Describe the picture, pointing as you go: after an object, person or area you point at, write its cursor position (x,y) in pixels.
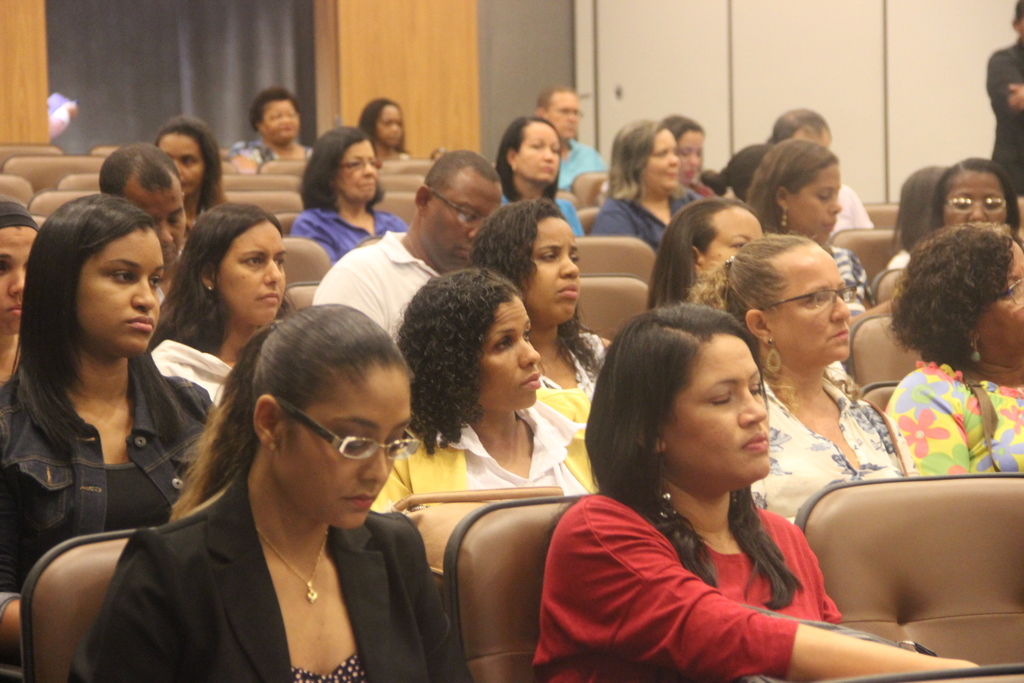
In this image there are group of persons (578,388) sitting on a chair (37,631). On the right side (1021,59) there is a person (1017,75) standing. And in the background (174,57) there is black colour curtain (171,62).
